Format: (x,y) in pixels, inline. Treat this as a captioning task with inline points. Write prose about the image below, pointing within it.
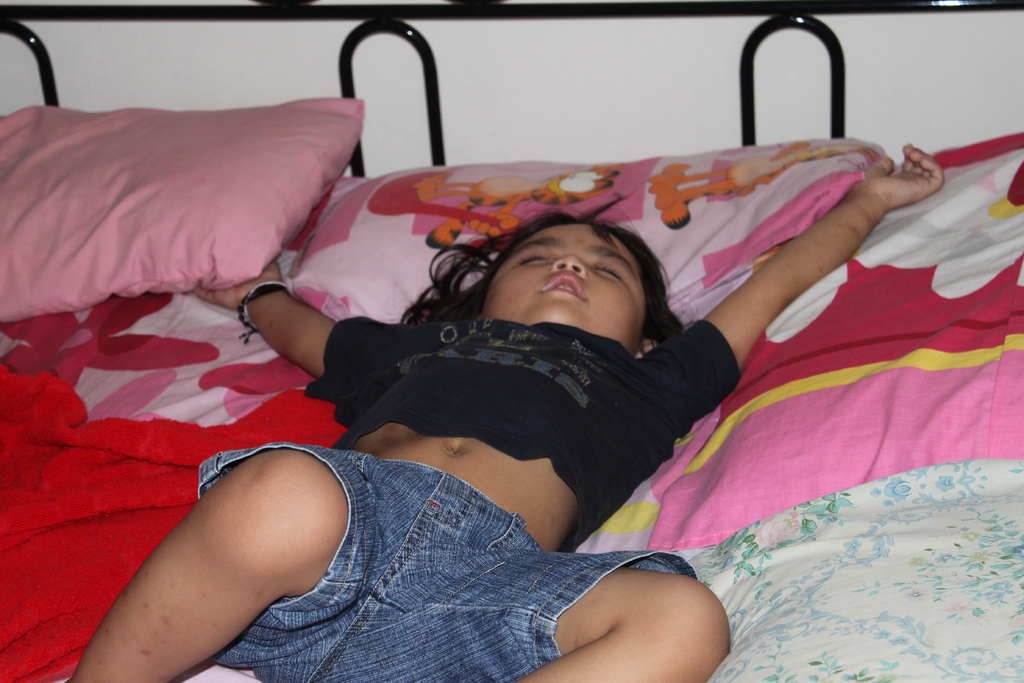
In this picture we can see a girl (533,472) in black shirt (451,424) and blue short (432,543) sleeping on the bed (782,565) on which there are some pillows (505,193) and bed sheet (136,369) in pink, yellow, orange and white color.
